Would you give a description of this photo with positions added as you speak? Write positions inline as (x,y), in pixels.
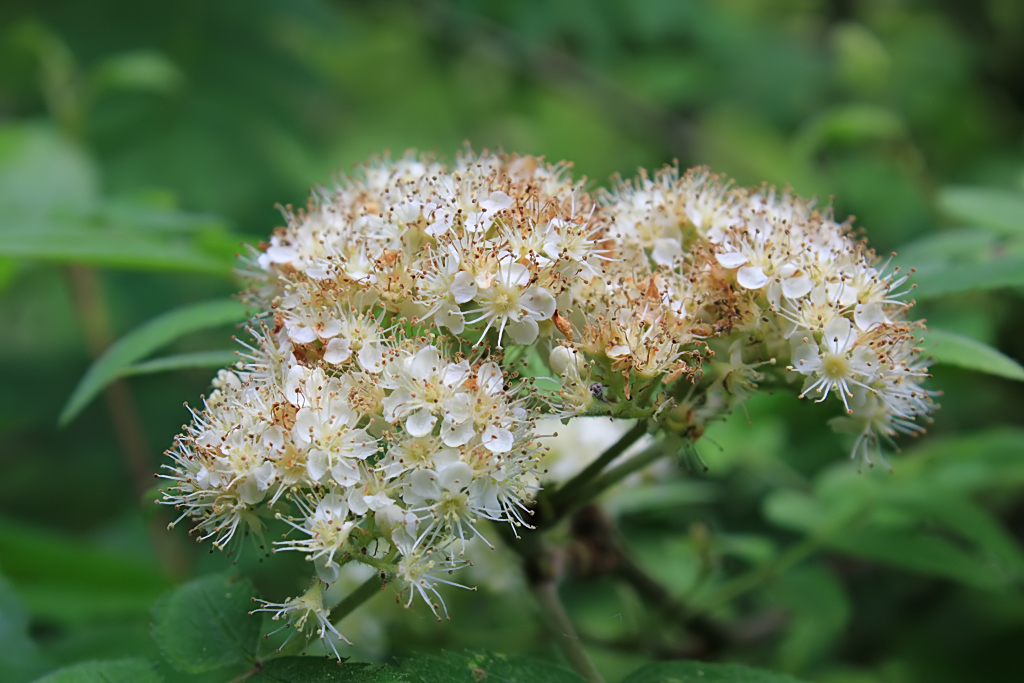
In this image, we can see flowers (501,198) on the blur background.
